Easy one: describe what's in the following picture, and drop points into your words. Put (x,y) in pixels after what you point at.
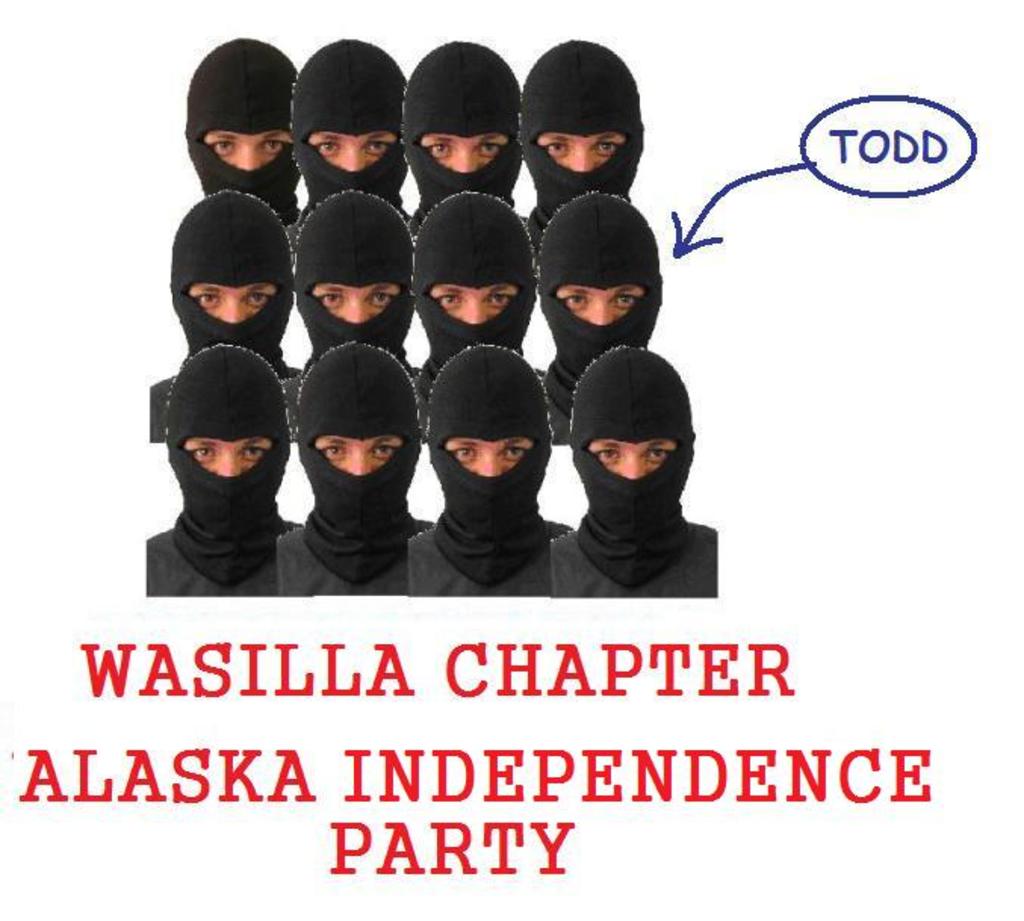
In this image we can see the pictures (585,449) of a person (625,463) wearing the mask (507,433). We can also see some text (612,797) on this image.
